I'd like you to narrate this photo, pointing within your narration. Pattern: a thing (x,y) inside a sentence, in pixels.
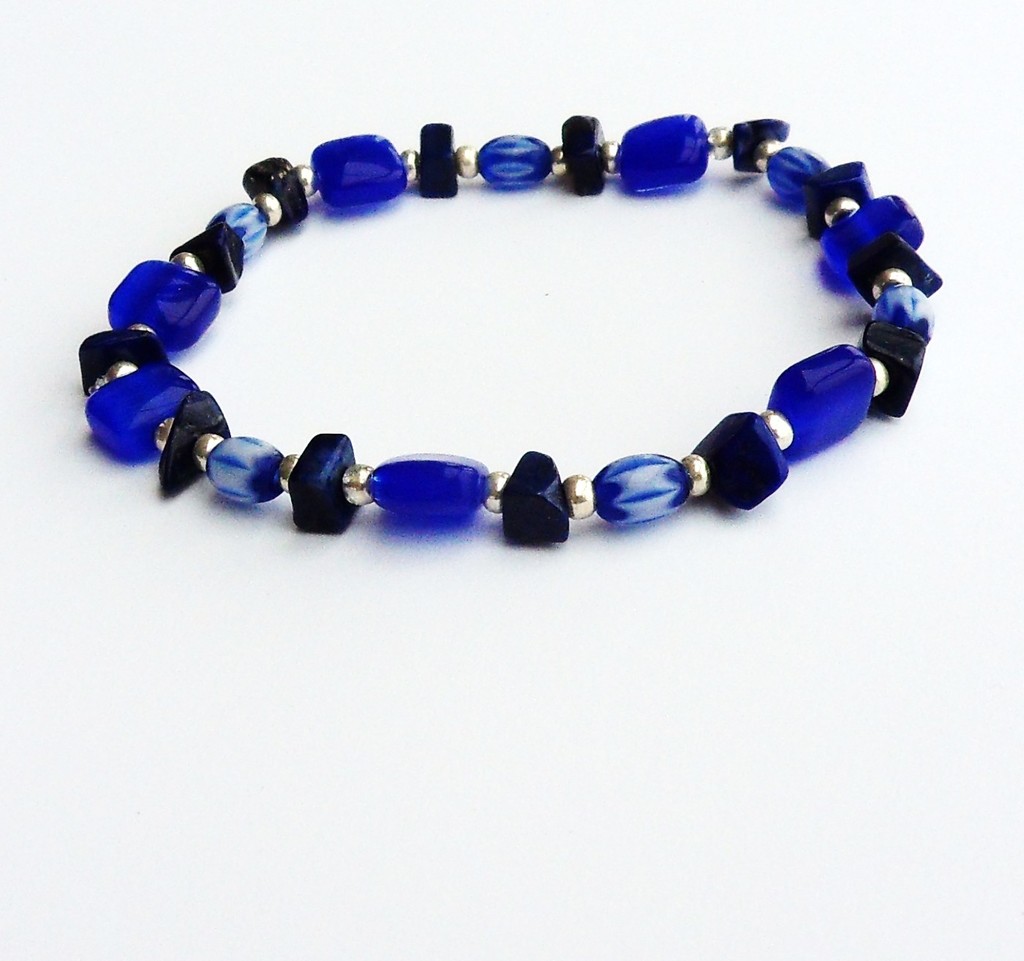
This picture contains a bracelet (686,481), which is in blue color. It is made up of silver color beads (202,464). In the background (556,548), it is white in color.
